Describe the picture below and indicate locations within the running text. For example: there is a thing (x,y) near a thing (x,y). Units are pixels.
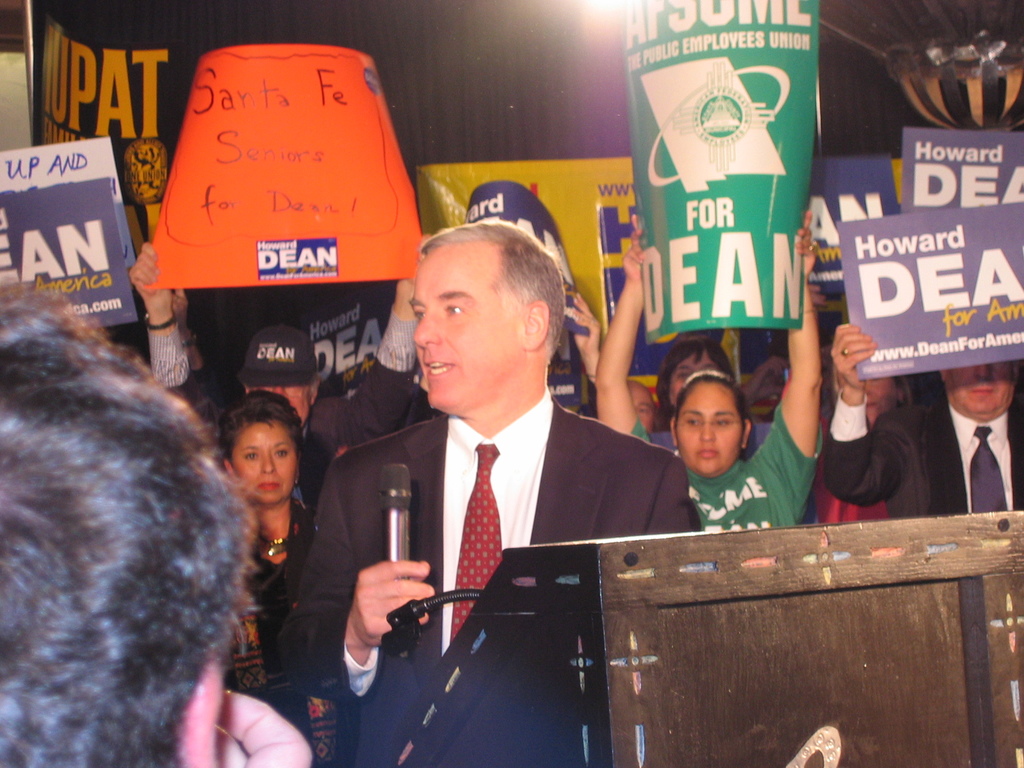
In the foreground of this image (471,371), there is a man (445,449) standing in front of a podium (644,650) on which there is a mic stand (468,597) and he is holding a mic (408,488). On the left (101,623), there is a head (92,612) of a person (88,597). In the background (59,267), there are people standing and holding posters (575,190). At the top (613,21), there is a light (601,18).
